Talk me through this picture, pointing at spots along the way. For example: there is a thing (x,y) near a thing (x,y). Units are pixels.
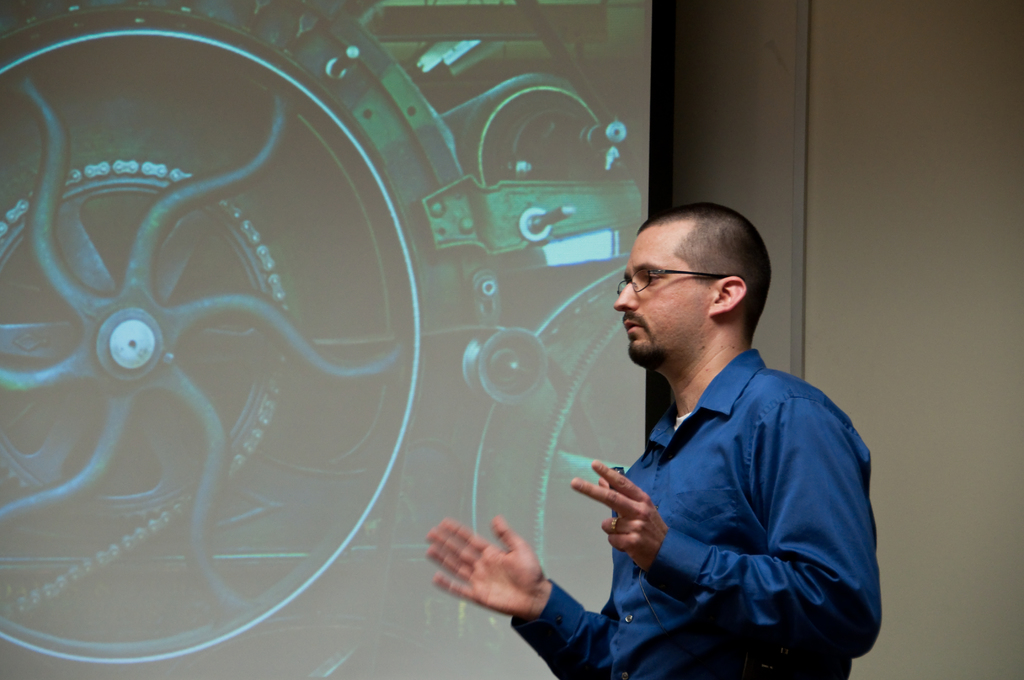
In the picture I can see a man (672,573) is standing. The man (674,466) is wearing spectacles (646,279) and a blue color shirt (694,543). In the background (209,346) I can see a projector screen (377,302). In the screen (236,486) I can see some objects (143,386).
